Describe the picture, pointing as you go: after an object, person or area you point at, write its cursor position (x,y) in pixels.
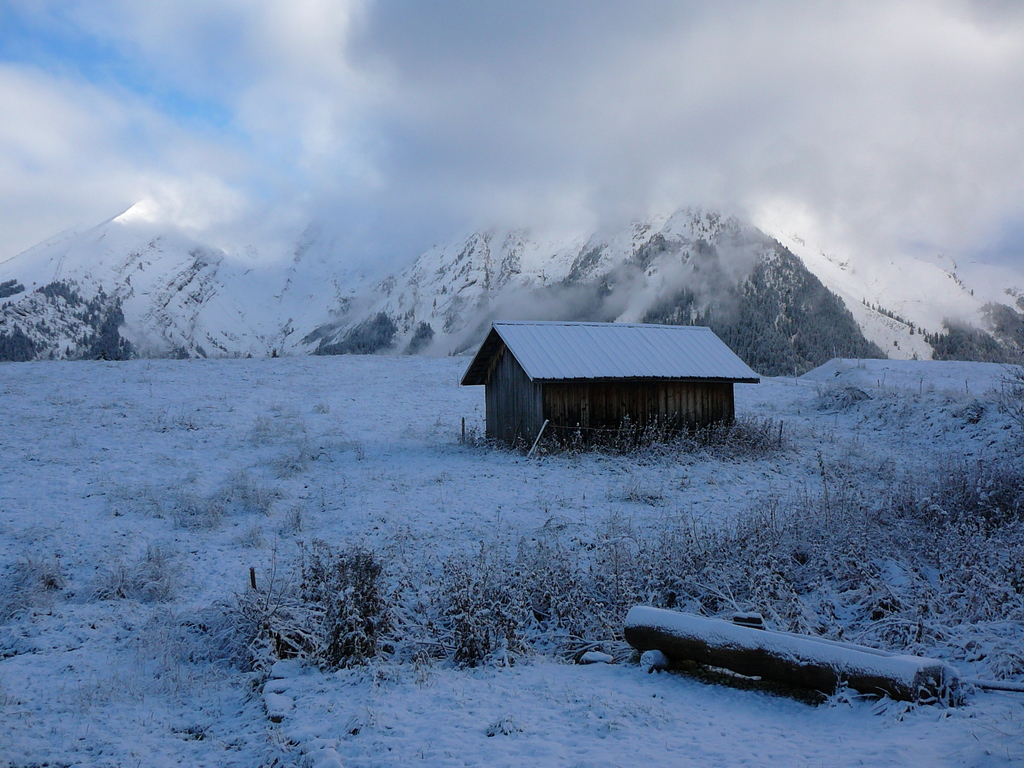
In this image I can see a house (545,436). Background (228,308) I can see the snow (143,430) in white color, few mountains (695,233) and the sky (426,165) is in white and blue color.
